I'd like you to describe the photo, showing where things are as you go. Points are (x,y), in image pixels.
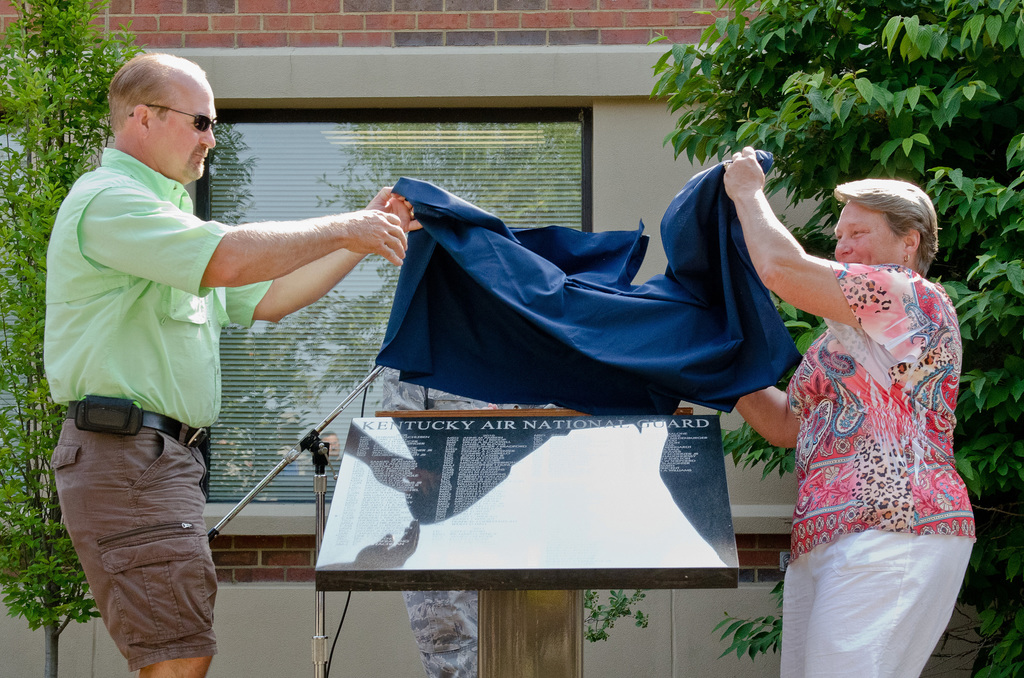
Here we can see a man (140,618) and a woman (868,411) holding a cloth (721,336) with their hands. There are trees (80,4), board (609,454), and a glass (457,162). In the background (620,106) we can see a wall (626,174).
